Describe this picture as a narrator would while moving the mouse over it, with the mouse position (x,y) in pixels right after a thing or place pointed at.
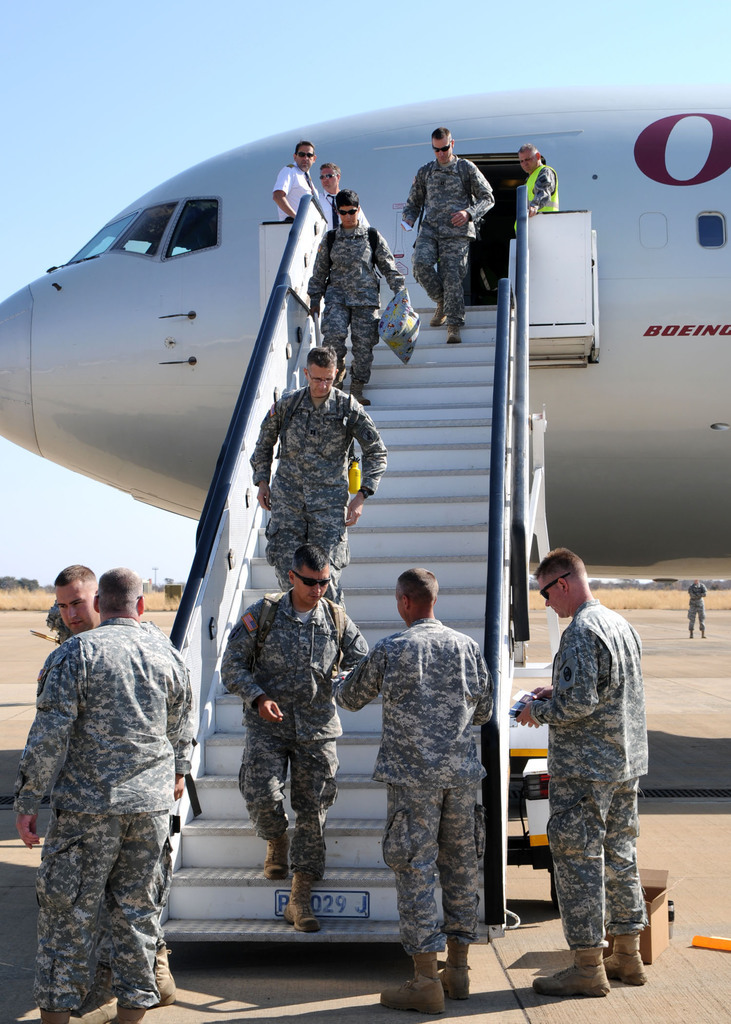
In the center of the image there is a airplane (676,451). There are people (291,402) getting out from the airplane (531,111) by staircase (448,358). In the center of the image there are people (130,928) standing. At the bottom of the image (347,961) there is a runway (241,983). At the top of the image (168,53) there is sky (179,67).
